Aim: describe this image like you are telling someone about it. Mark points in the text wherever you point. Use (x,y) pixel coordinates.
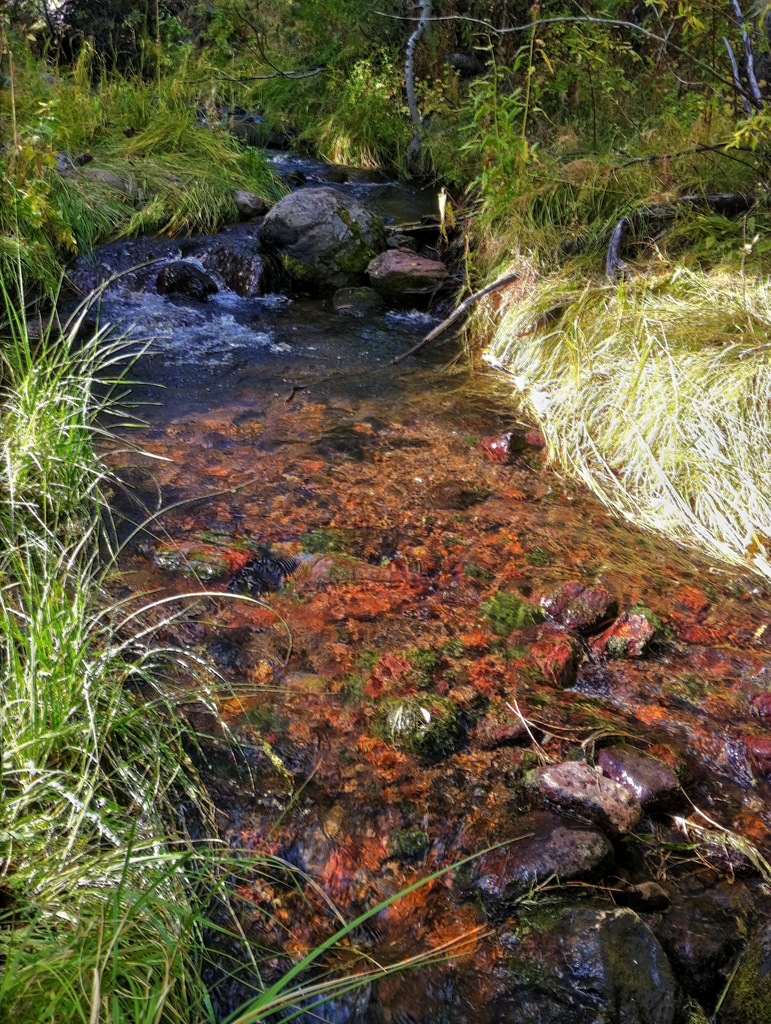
In this image we can see some stones (264,738), water (266,641), grass (48,819), plants (383,72) and trees (358,18).
